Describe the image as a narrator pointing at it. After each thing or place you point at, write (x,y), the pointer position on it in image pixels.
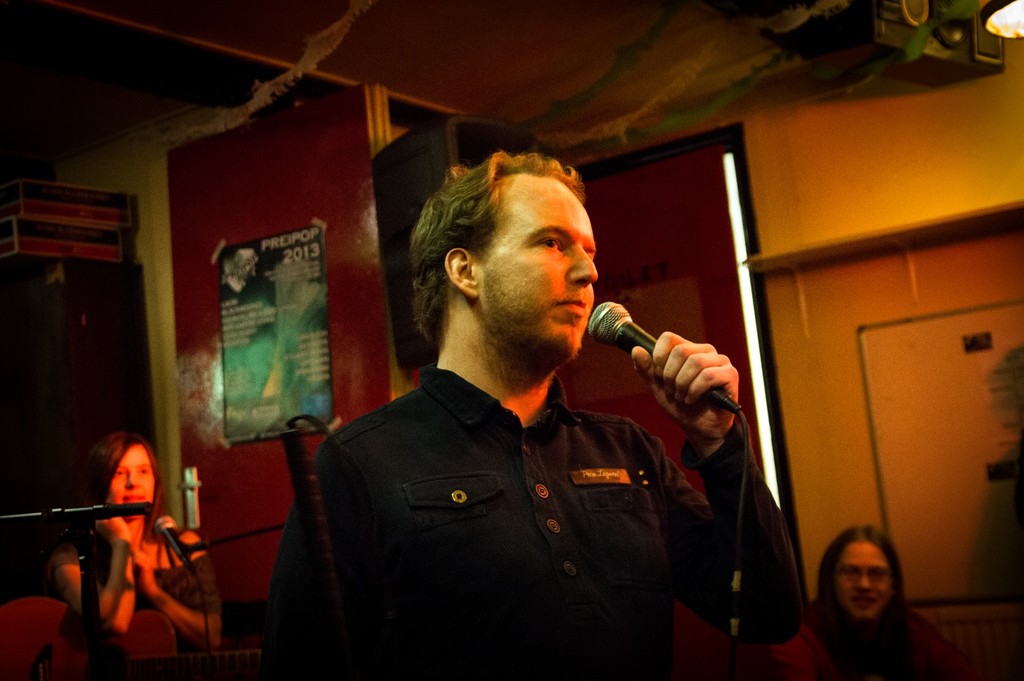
In this image I see a man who is holding a mic (631,328). In the background (635,320) I see 2 women (929,676) and the wall (1005,569).
